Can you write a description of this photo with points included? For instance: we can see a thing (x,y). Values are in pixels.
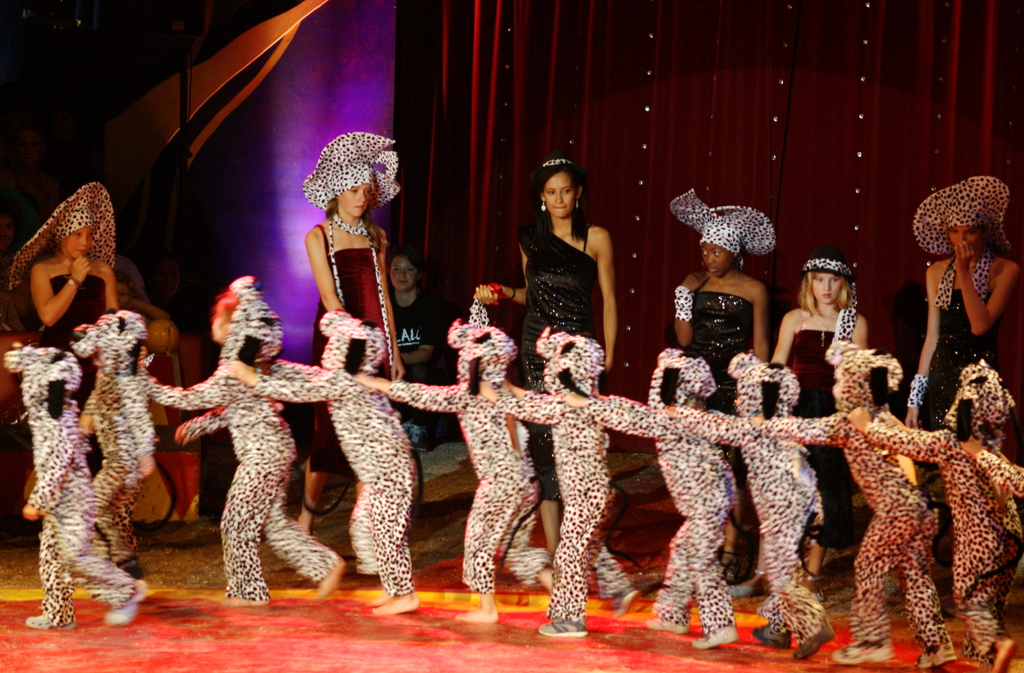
In the foreground of the picture (527,474) there are kids (891,495) with matching spotted costumes (566,437) running on the stage (422,568). In the center of the picture (343,258) there are women (109,290) standing. In the background (753,65) there are red color curtains (598,84).
